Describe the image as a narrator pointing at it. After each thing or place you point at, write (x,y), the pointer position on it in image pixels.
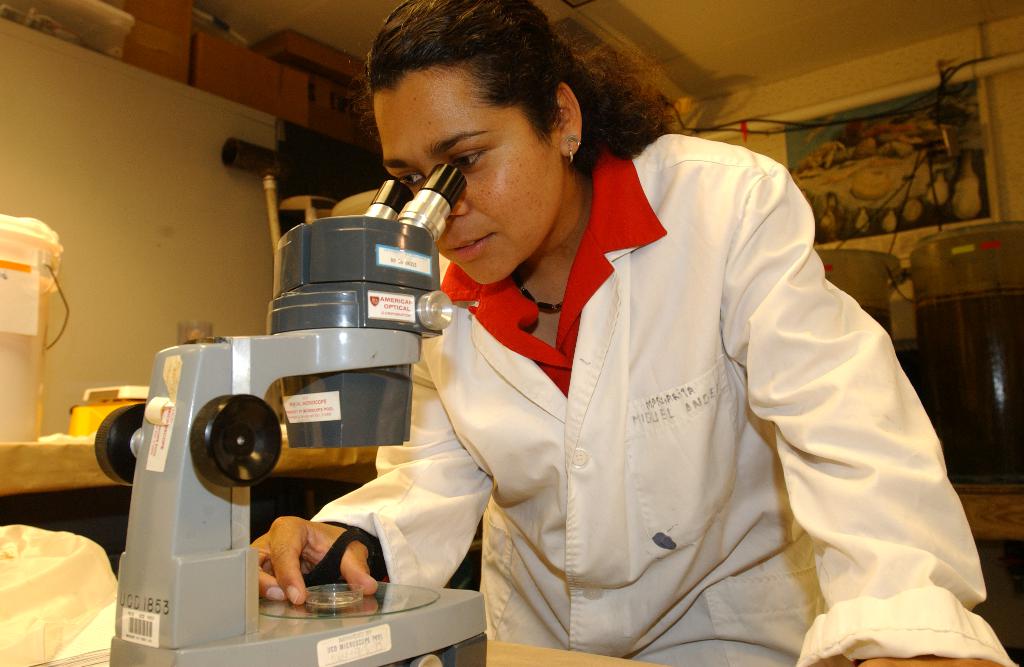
In the picture I can see a woman (803,407) on the right side (792,400) is wearing a white coat (635,484) and she is holding a glass object (326,589) in her right hand (345,561). I can see the microscope equipment (206,560) on the table (511,660). I can see the stock boxes (202,82) on the top left side (271,39). I can see the pipeline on the wall (854,80) on the top right side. These are looking like storage containers (951,285) on the right side (972,320).
